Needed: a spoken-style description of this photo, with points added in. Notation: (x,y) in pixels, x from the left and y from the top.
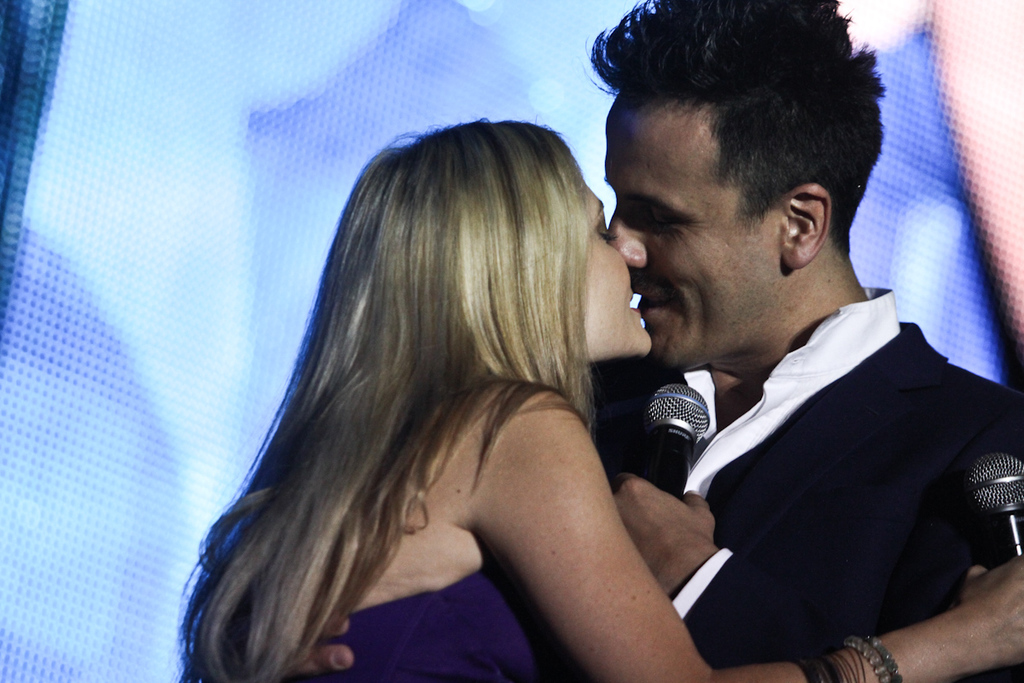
there was a man (756,486) holding microphone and woman (684,627) holding microphone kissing each other.
